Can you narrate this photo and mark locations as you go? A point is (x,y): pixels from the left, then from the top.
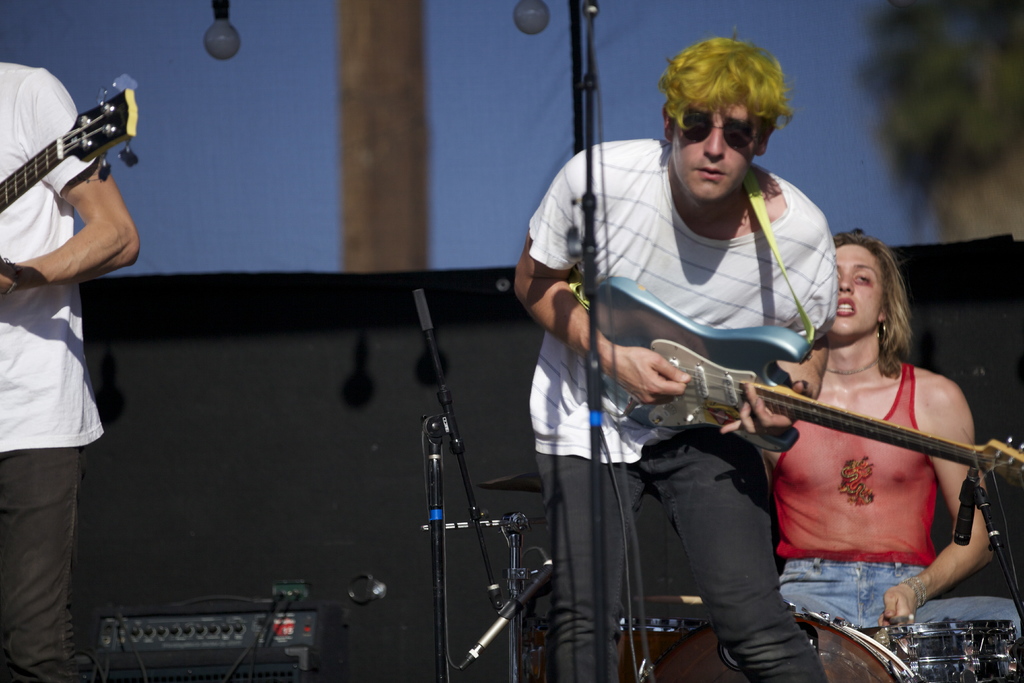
In this Picture we can see men (745,470) wearing white t-shirt (619,261) and black sunglasses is holding the blue color guitar (731,367) and giving the pose in the camera. Beside a woman (932,512) wearing red sando (880,511) and jeans (890,570) sitting and playing the band (923,635). On the left (23,235) we can see a boy (38,383) wearing white t-shirt (24,358) is playing the guitar (87,151). Behind we can see the black curtain (407,401) and some bulb (534,1) hanging on the top (204,37).
